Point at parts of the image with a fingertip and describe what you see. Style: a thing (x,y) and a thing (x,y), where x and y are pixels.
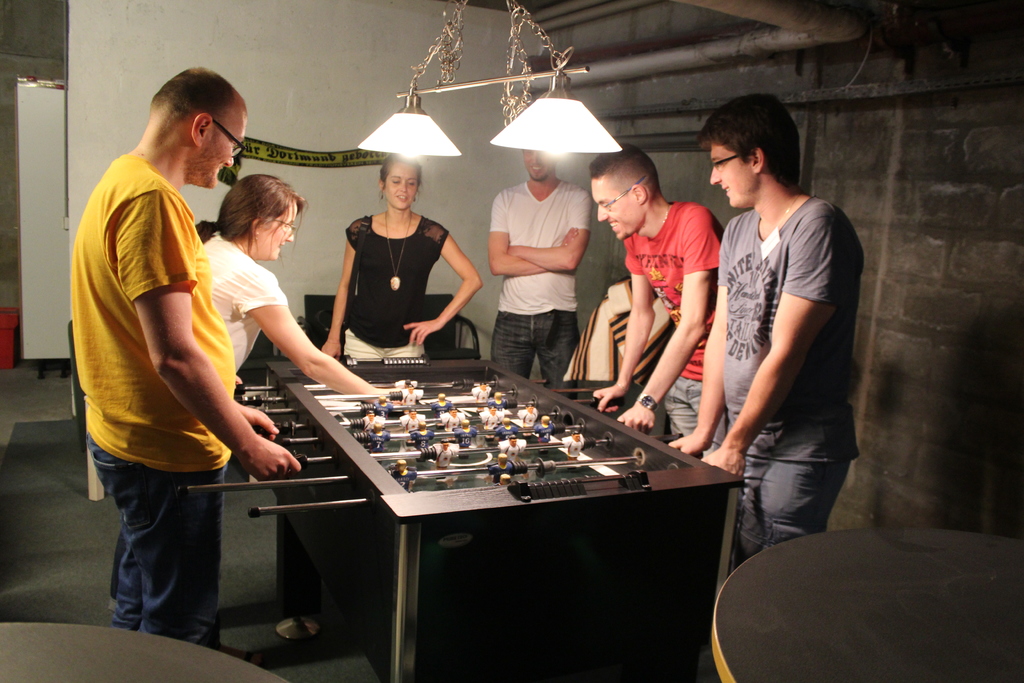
In this image we can see people (641,402) standing near the Foosball table (439,422). In addition to this we can see electric lights (526,121) and walls (334,141).
